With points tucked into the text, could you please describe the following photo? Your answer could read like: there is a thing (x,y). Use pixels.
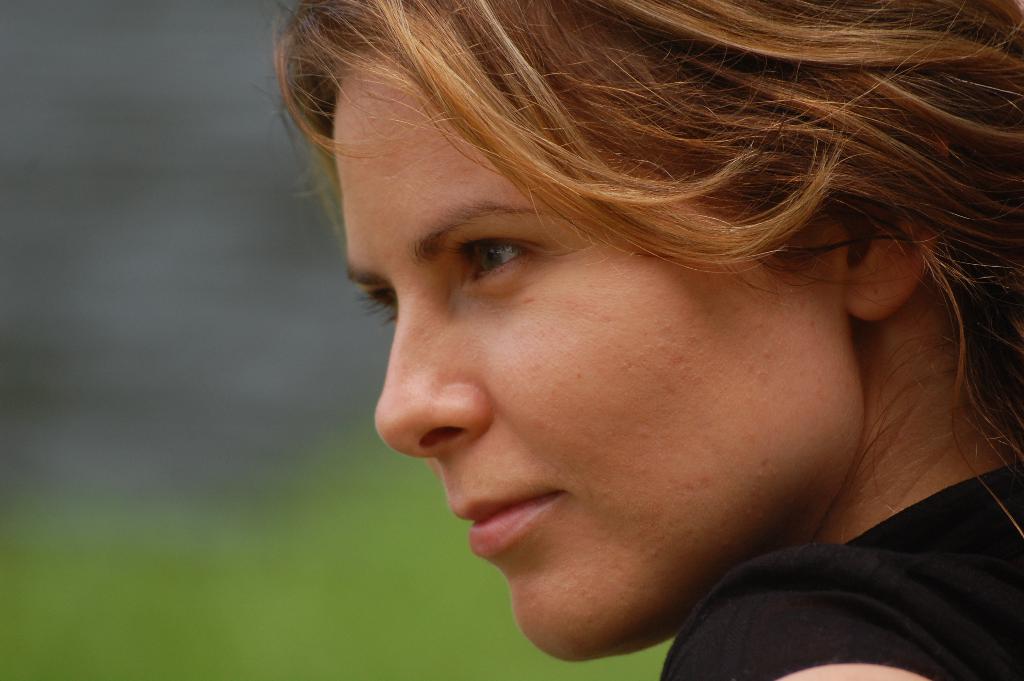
There is a woman (455,317) in this picture.
